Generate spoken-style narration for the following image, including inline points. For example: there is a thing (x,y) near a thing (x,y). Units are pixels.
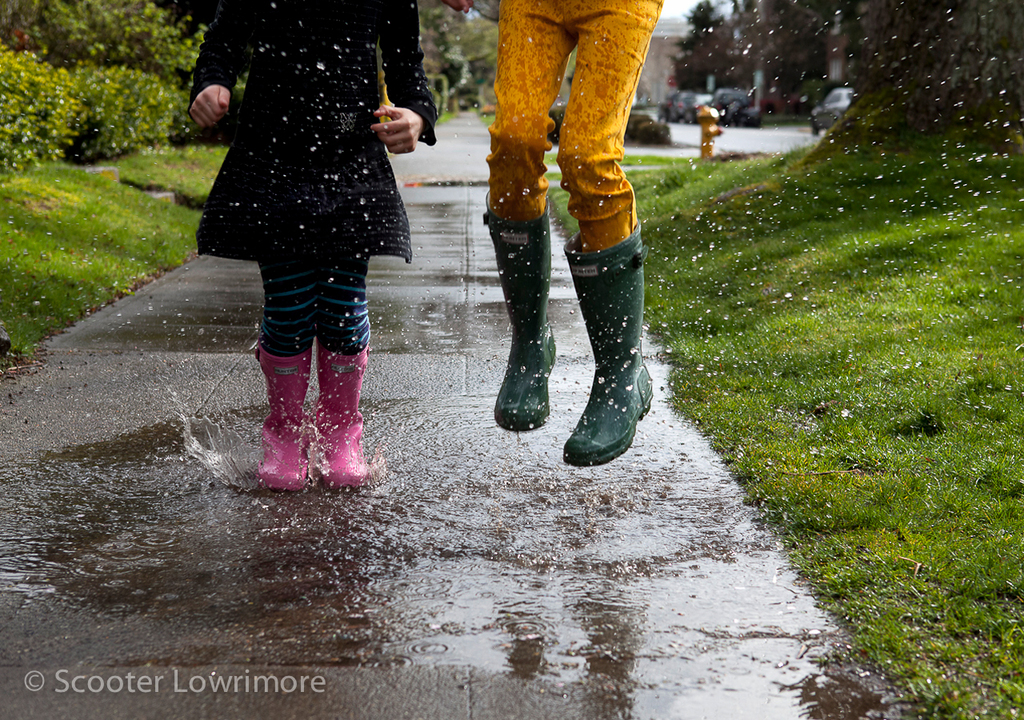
In the middle of the image (358,454) a person (270,446) is standing in the water (331,498) and a person (534,422) is jumping. Behind them there is grass (973,433), plants (13,57), vehicles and trees (927,75).
